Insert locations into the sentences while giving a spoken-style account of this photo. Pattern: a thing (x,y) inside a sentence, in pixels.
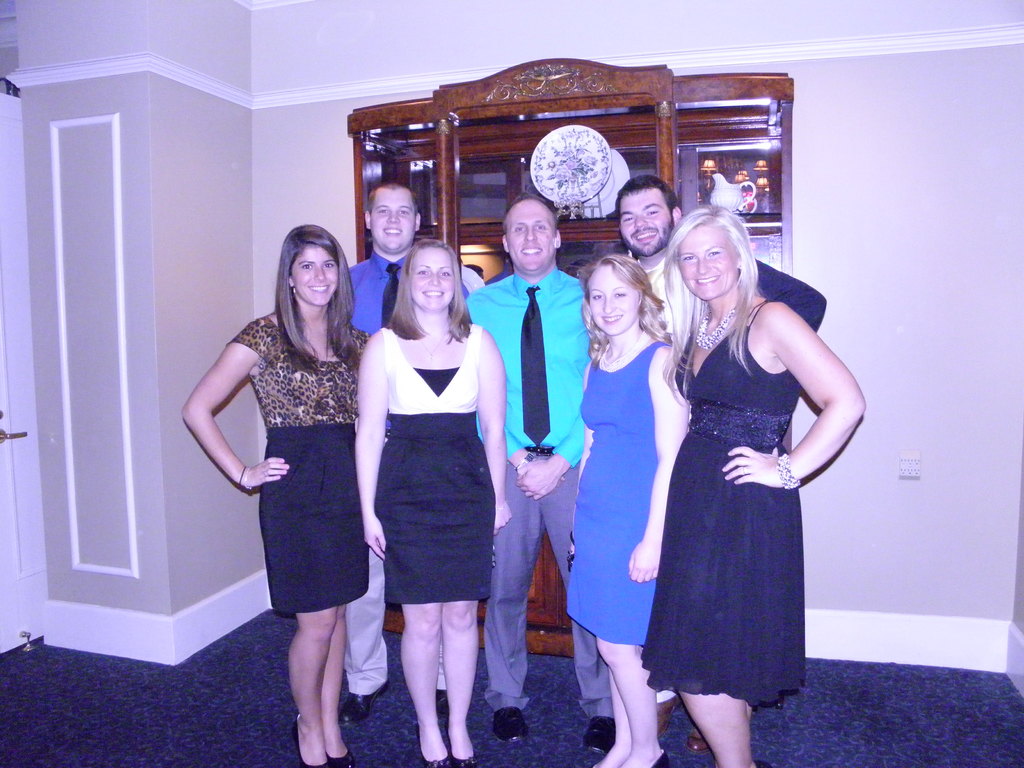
In this image there is a group of people (497,442) standing with a smile on their face (633,297) are posing for the camera, behind them there is a wooden cupboard (446,174) with some objects (582,166) on it, behind the wooden cupboard (668,132) there is a wall (182,252).
